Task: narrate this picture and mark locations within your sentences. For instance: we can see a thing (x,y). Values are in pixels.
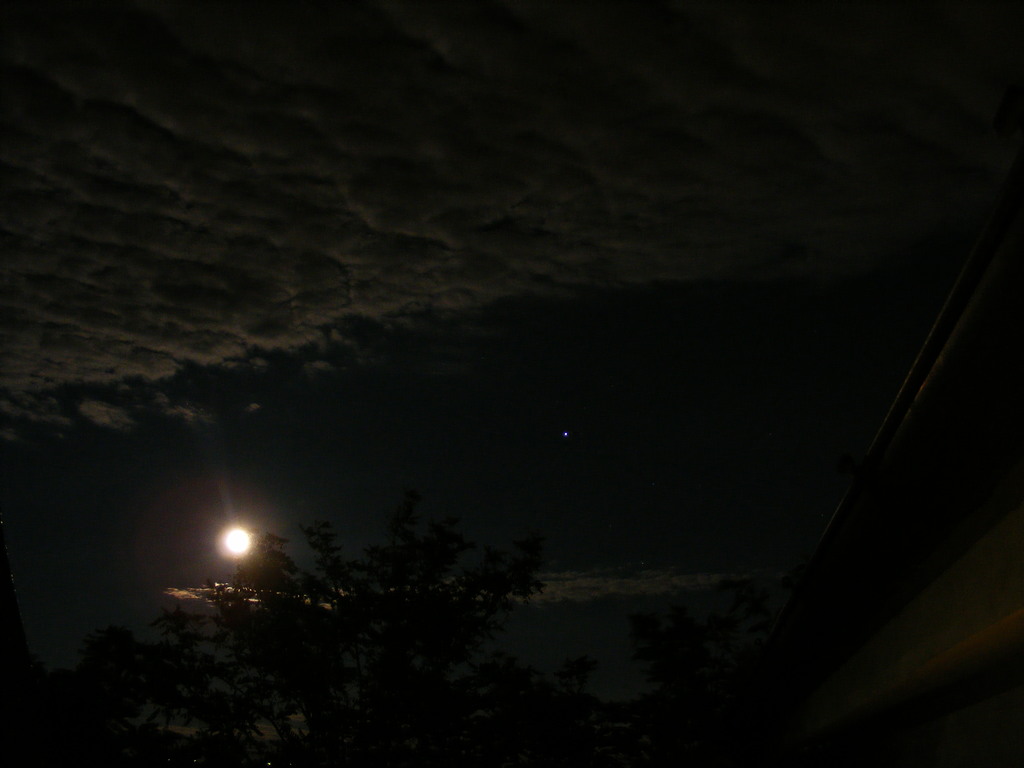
In the image in the center (437,376), we can see the sky (424,291), clouds (398,235), moon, trees (393,679) etc.
